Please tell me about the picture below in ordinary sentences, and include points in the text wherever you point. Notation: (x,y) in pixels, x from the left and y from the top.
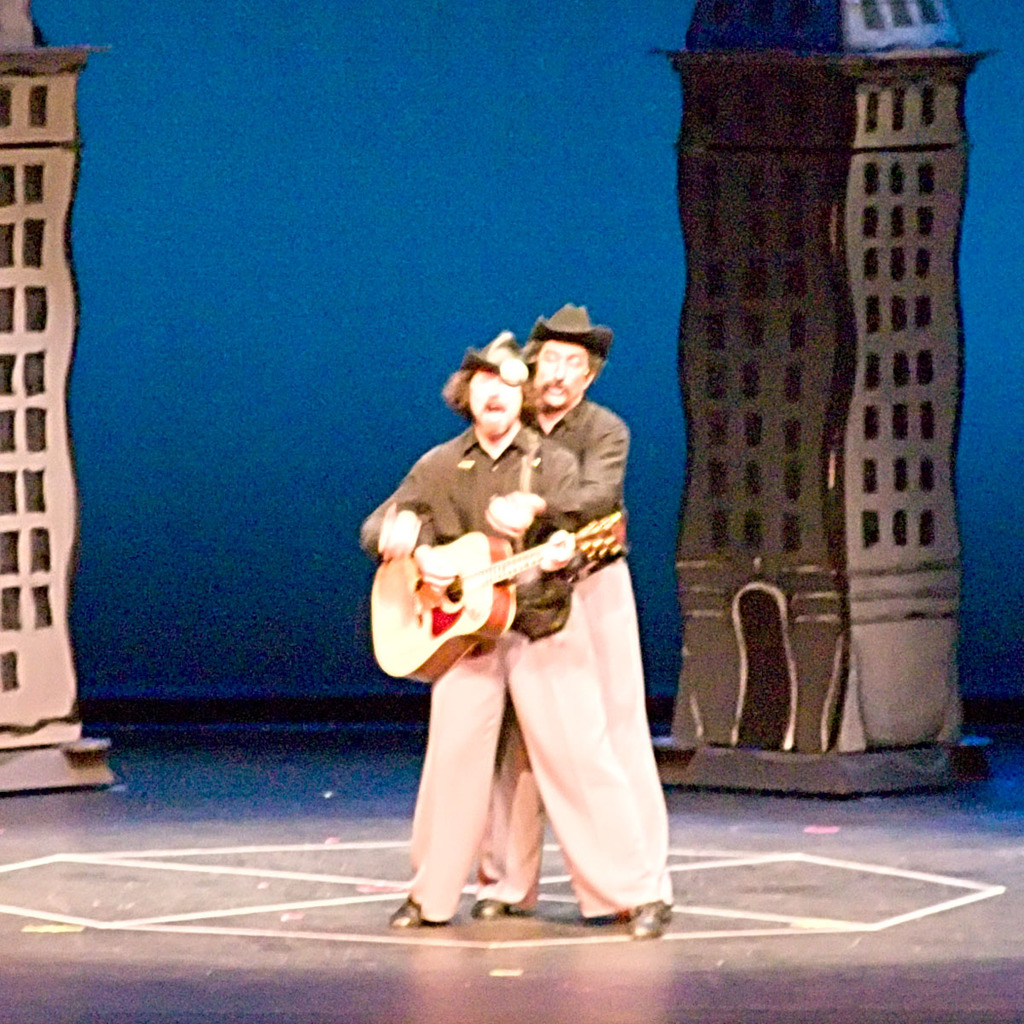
In this image i can see two persons (471,725) standing on the stage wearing the same outfit (517,692), The person (545,745) in the front (520,725) is holding a guitar (425,676) in his hand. I can see two persons (510,395) wearing a hat (517,383), black shirt (537,464) and pink pant (541,750). In the background (349,269) i can see a blue screen (371,163) and few cardboard settings (823,310).
